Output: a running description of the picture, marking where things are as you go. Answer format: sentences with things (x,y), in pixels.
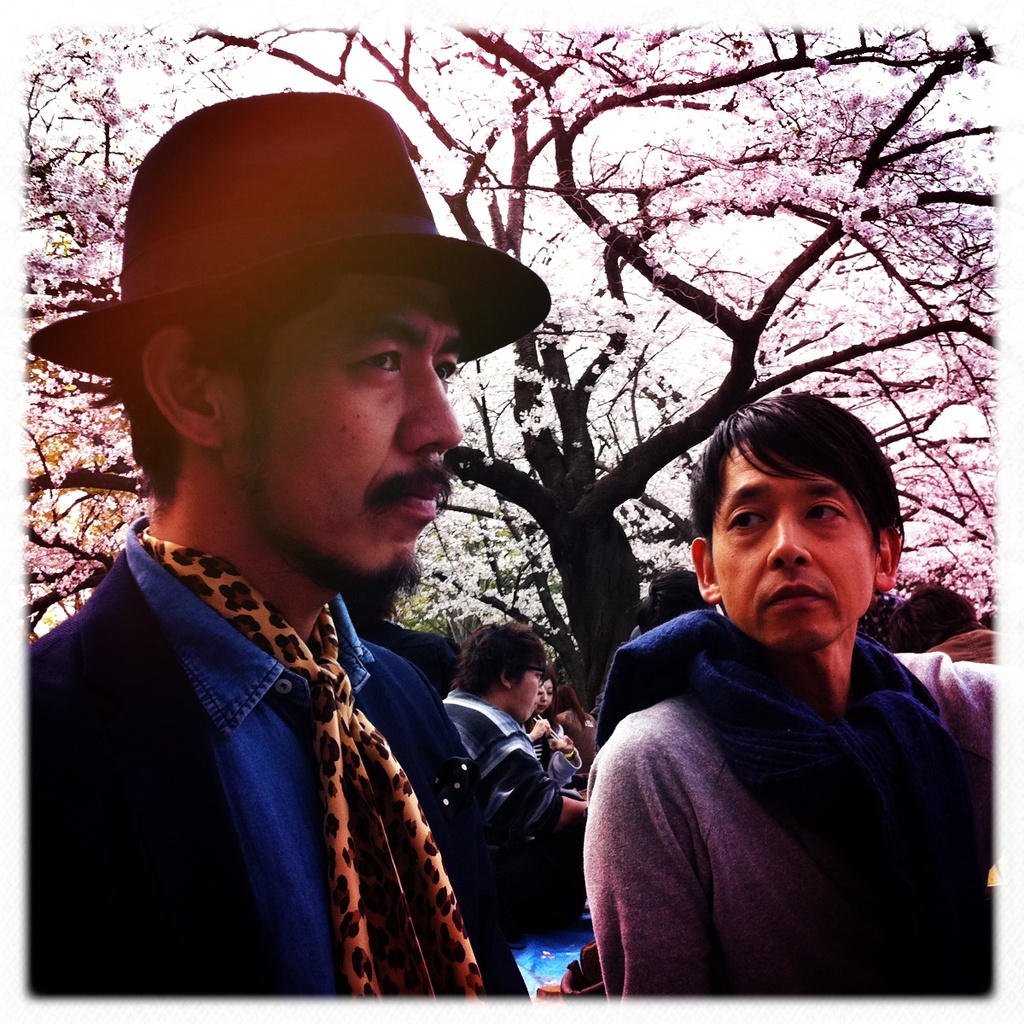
On the left side of the image (328,746) we can see a man (342,511) is standing and wearing suit (215,849), hat (218,294). In the background of the image (537,876) we can see a group of people (803,767) are sitting. At the top of the image (635,198) we can see the trees (721,206) and sky (738,126).
